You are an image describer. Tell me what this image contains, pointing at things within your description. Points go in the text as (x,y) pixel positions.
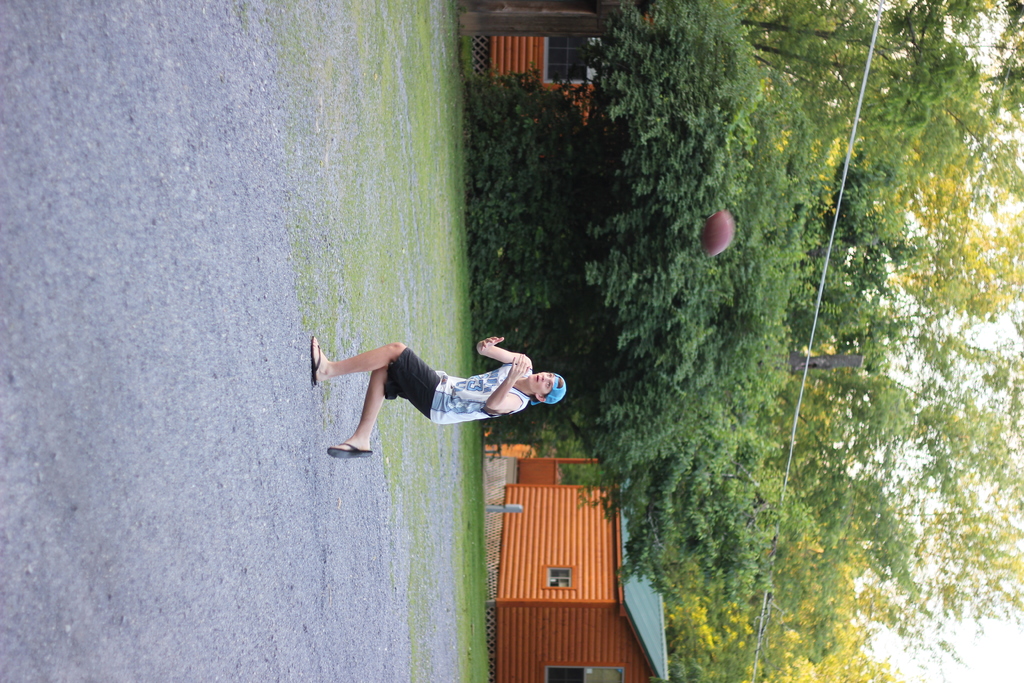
Here in this picture we can see a person (500,414) in motion present on the ground (362,382), as he is trying to catch the ball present in the air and we can see he is wearing cap (558,389) and we can see the ground (372,346) is covered with grass (378,272) and behind him we can see a house (621,614) present and we can also see plants (538,228) and trees (748,185) present.
